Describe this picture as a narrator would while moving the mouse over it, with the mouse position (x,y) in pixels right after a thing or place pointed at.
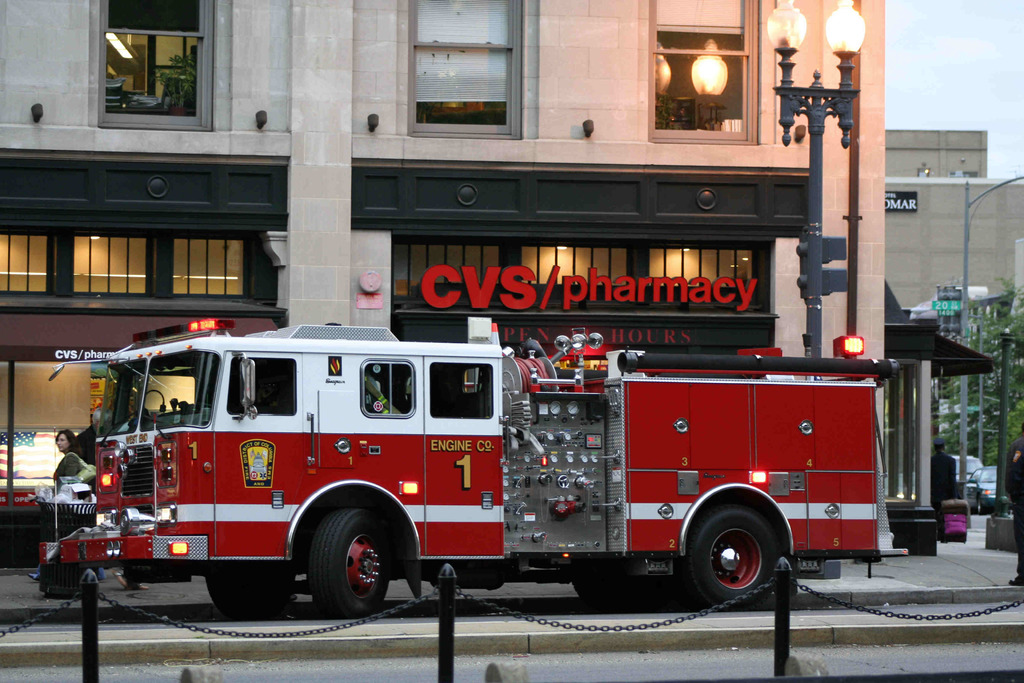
In this picture, we can see a few people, vehicles (479,488), and we can see the road (544,664), poles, lights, chains (977,610), building (910,253) with windows (527,248), and some text (649,298) on it, boards (885,193), posters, and the sky (897,54).
